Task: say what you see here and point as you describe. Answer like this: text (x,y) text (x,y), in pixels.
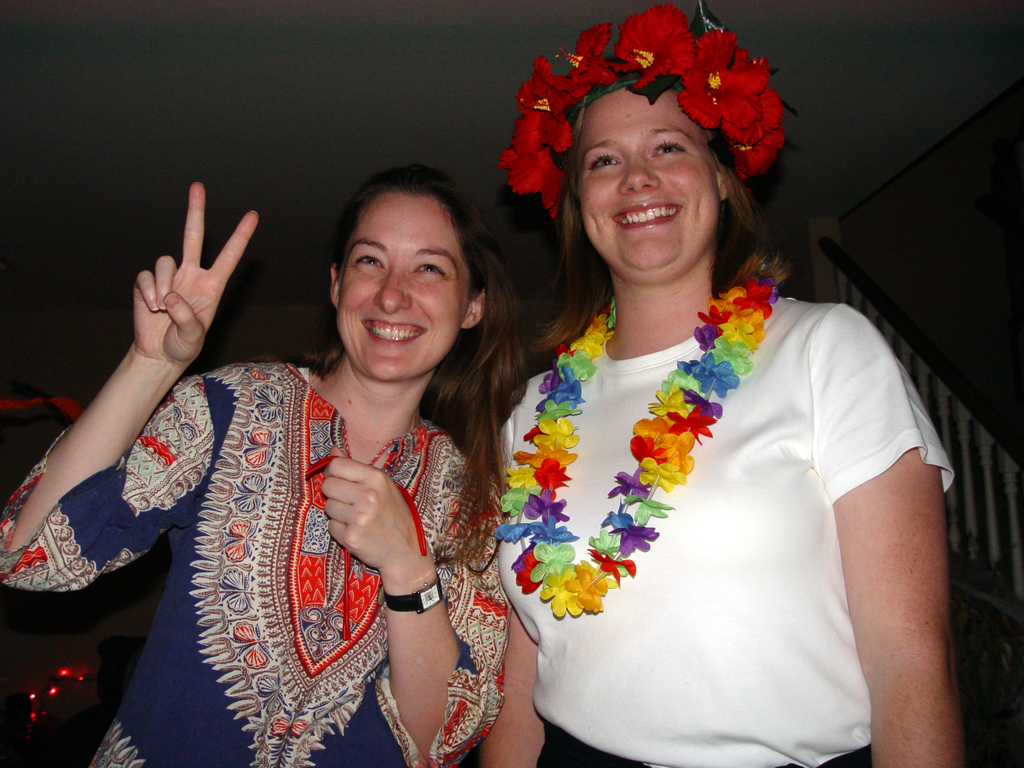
This picture shows about two girls (405,228) in the image. In front (343,591) we can see a girl (356,442) wearing blue and red color top (242,544) smiling and giving a pose into the camera. Beside we can see another girl (743,469) wearing white color t-shirt (663,582) with the flower necklace (721,303) and a flower crown (654,86) wearing on head (668,208) smiling and giving a pose into the camera.
